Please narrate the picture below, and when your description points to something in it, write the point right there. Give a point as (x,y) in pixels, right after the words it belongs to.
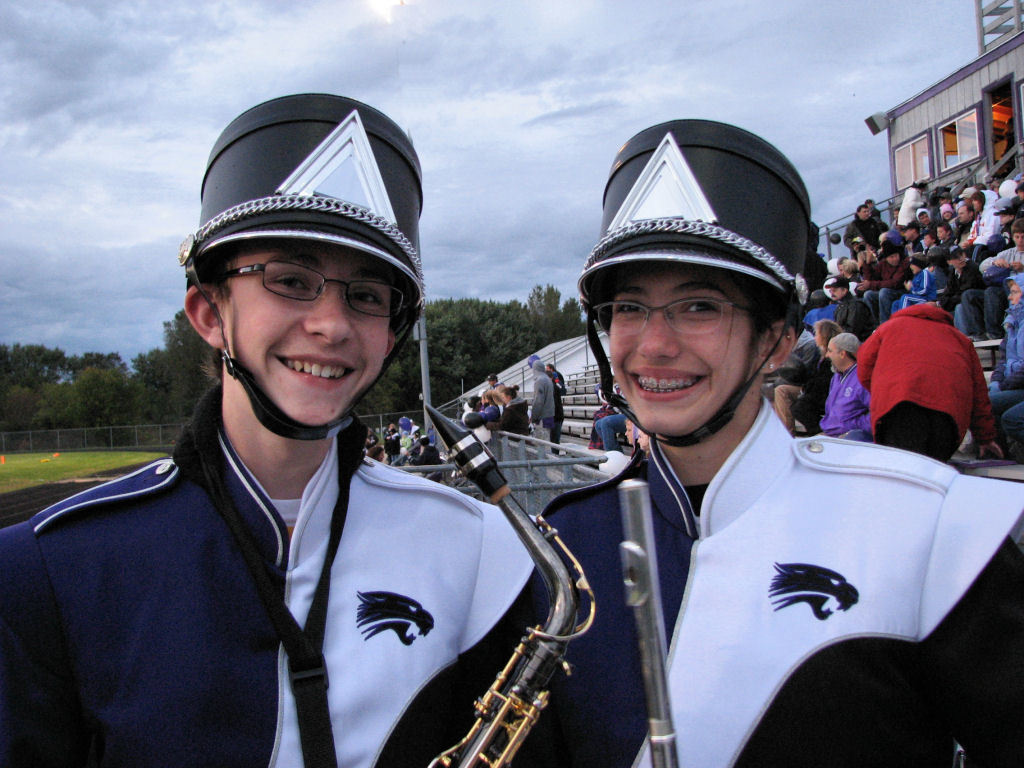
In the foreground of the image (743,551) we can see two persons (702,447) wearing dress (352,617), spectacles (289,288) and hats (734,268) are holding a musical instrument (499,683) in their hands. In the background (907,371), we can see a staircase (568,398), metal fence (553,480), group of audience (918,241), a group of trees (533,327) and the cloudy sky (371,99).
